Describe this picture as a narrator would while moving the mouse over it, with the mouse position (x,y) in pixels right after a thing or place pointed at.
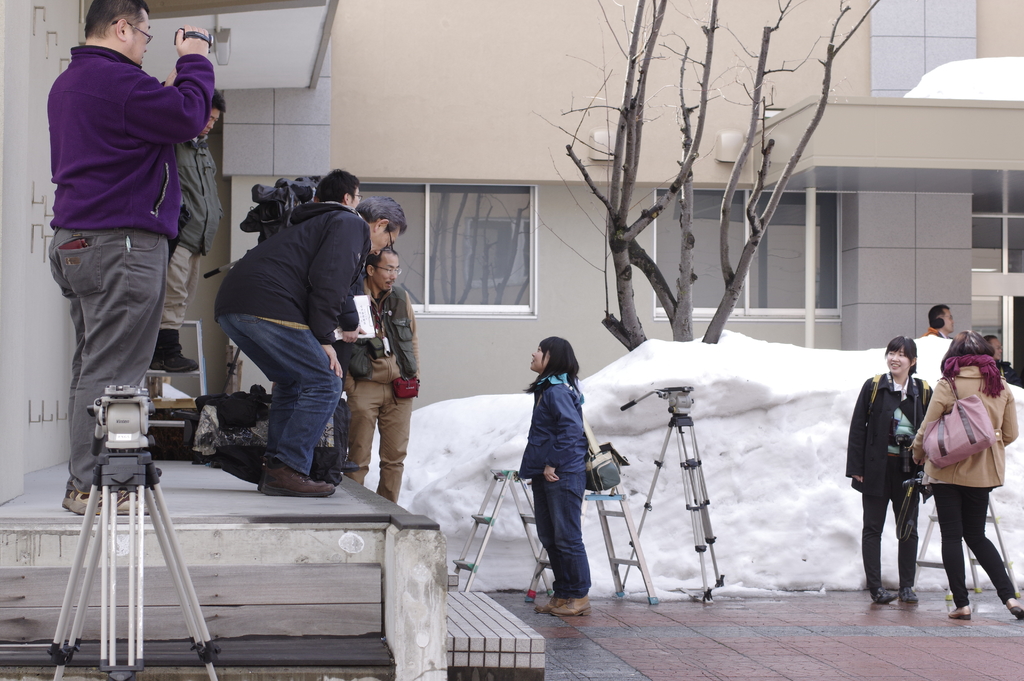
This image is taken outdoors. At the bottom of the image (709,637) is a floor (739,636). In the background (714,168) there is a building (547,166). There is snow (802,434) and there is a tree (616,162). On the left side of the image (179,329) there are a few people (281,464) on the dais (299,539). Two men (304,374) are holding cameras (265,205) in their hands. In the middle of the image (564,421) a woman (565,533) is standing and there are three objects (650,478) on the floor (639,624). On the right side of the image (873,467) there are two women (895,418) and there is a man (948,319) standing on the floor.
